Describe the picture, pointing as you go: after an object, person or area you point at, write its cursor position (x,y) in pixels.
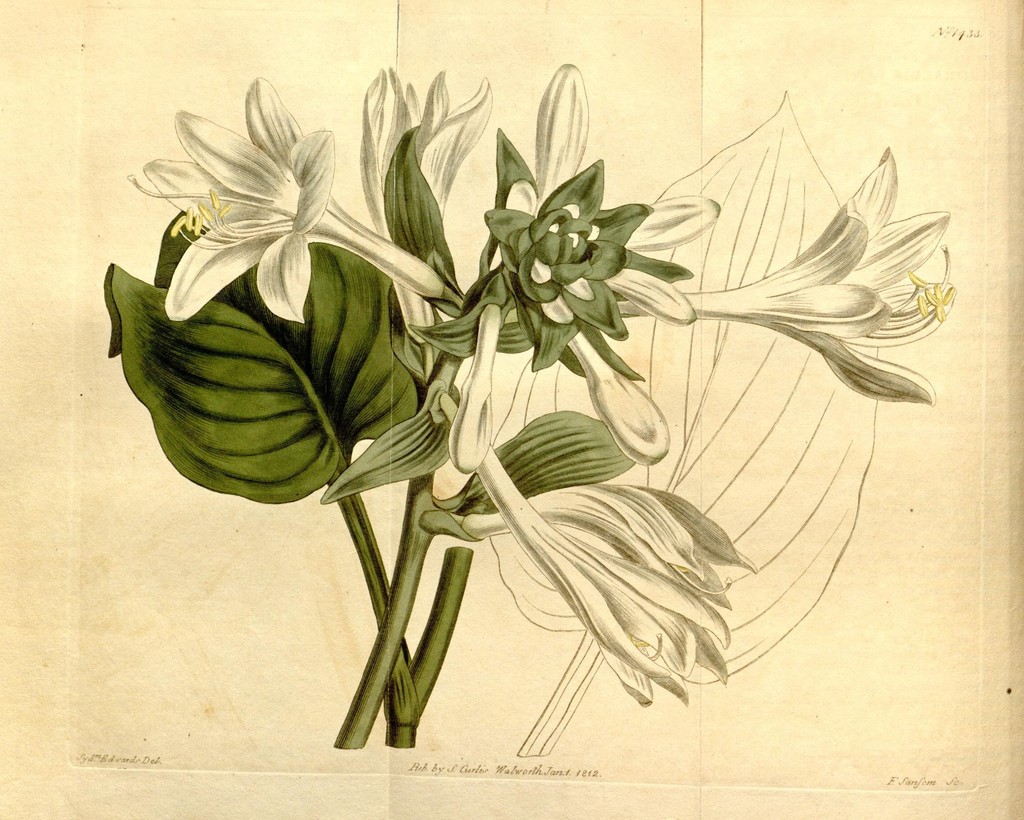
It is a poster. In this image there are leaves (191,422) and flowers (636,433). There is some text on the image.
